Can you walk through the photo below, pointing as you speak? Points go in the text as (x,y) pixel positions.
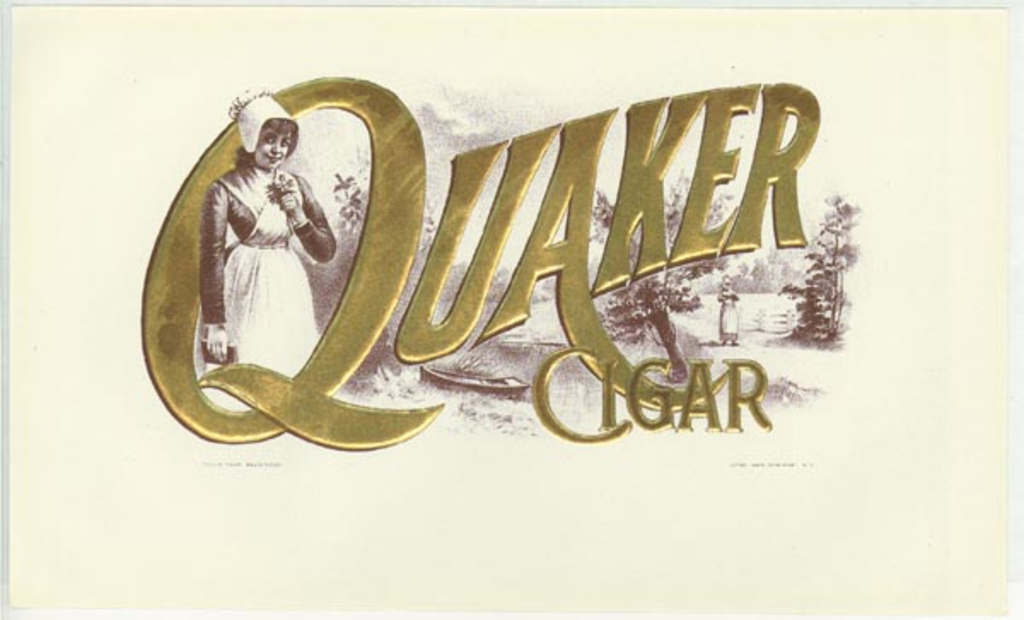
In the image we can see the poster (426,366). In it we can see picture of woman (259,313) standing, wearing clothes (267,302) and she is smiling. Here we can see the text (499,221).
